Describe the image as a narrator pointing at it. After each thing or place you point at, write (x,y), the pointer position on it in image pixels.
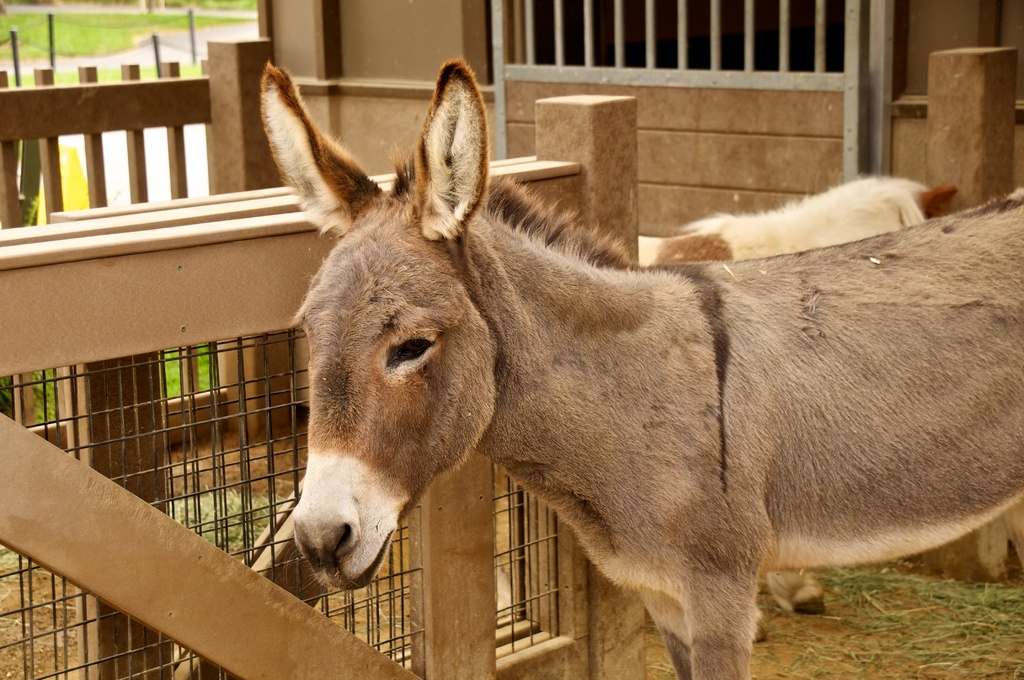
It's a donkey (902,359) which is in brown color and here it's an iron net (209,436).
